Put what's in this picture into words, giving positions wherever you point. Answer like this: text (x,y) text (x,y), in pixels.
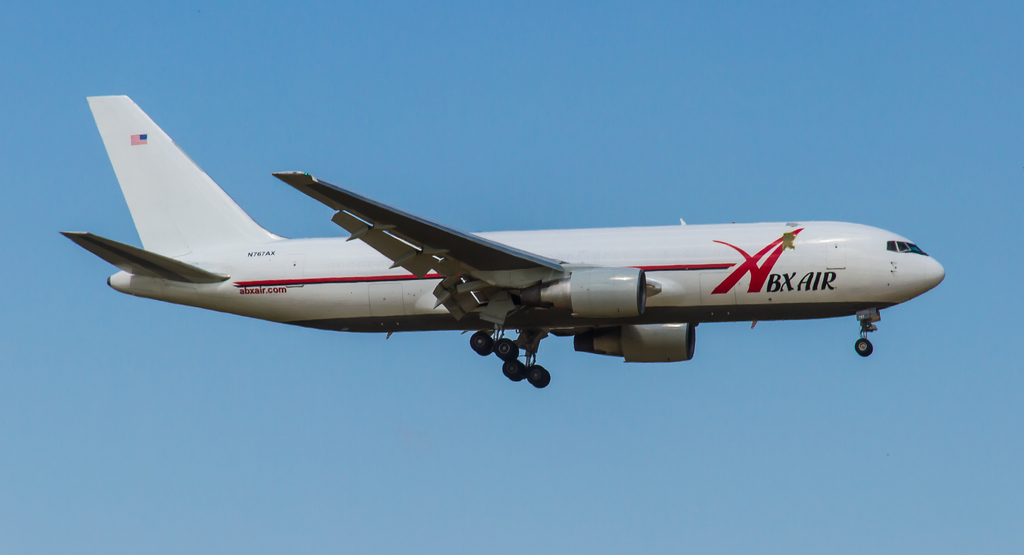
In this image I can see there is an airplane (741,306). And there is a sky (784,104).
